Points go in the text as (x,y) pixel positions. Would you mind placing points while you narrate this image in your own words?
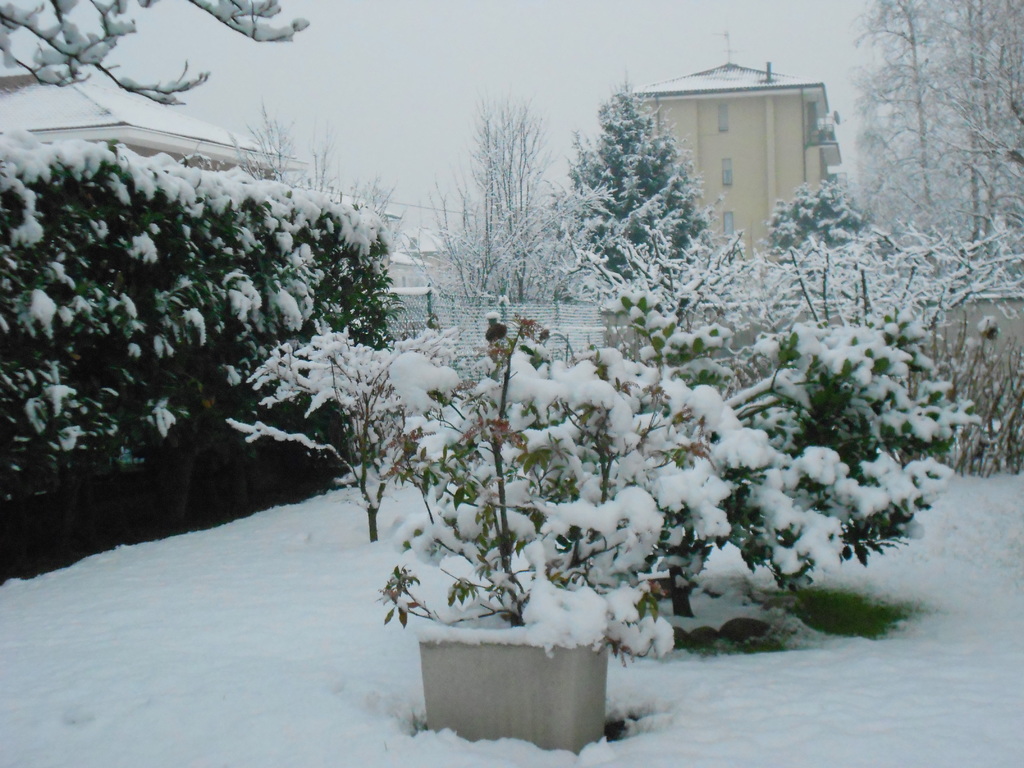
In the image there are plants (611,469) in the middle (654,440) and on left side (201,445) covered with snow (509,398), the land (782,680) is covered with snow (173,600) all over the place, in the background (722,149) there are buildings (751,129) with trees (879,148) on either sides with snow (983,161) on it and above its sky (411,30).
